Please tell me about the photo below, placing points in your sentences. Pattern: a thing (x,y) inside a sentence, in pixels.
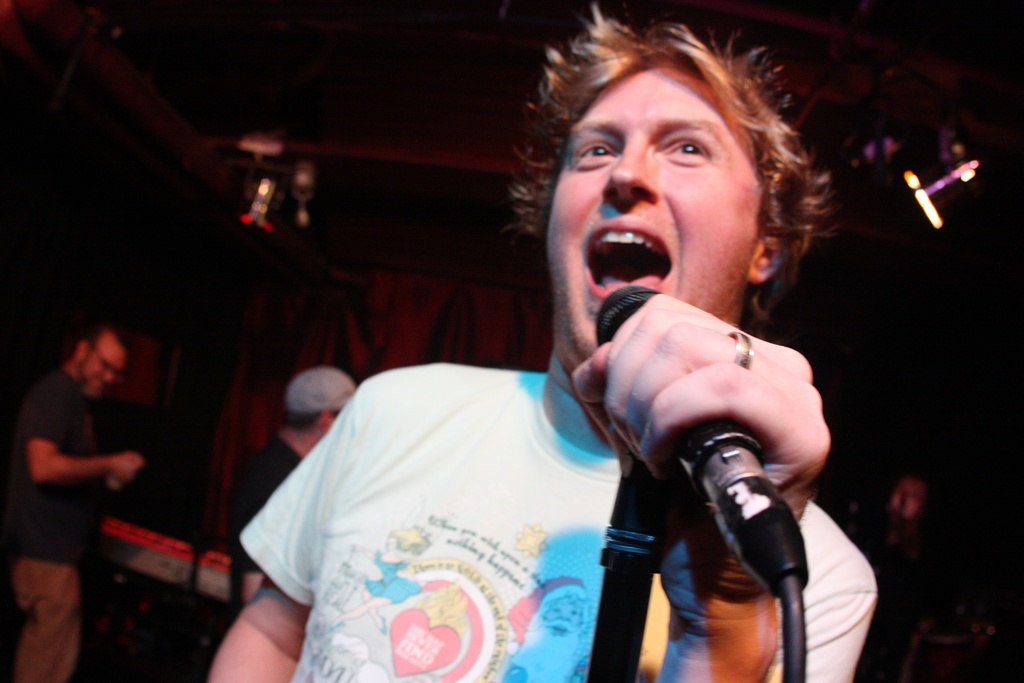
In the club (543,268) a man (612,358) is singing a song, behind him there are two persons (294,417) standing, to his right side there are few lights (939,216) to the roof (892,121), in the background (438,315) there is a curtain (480,314).
